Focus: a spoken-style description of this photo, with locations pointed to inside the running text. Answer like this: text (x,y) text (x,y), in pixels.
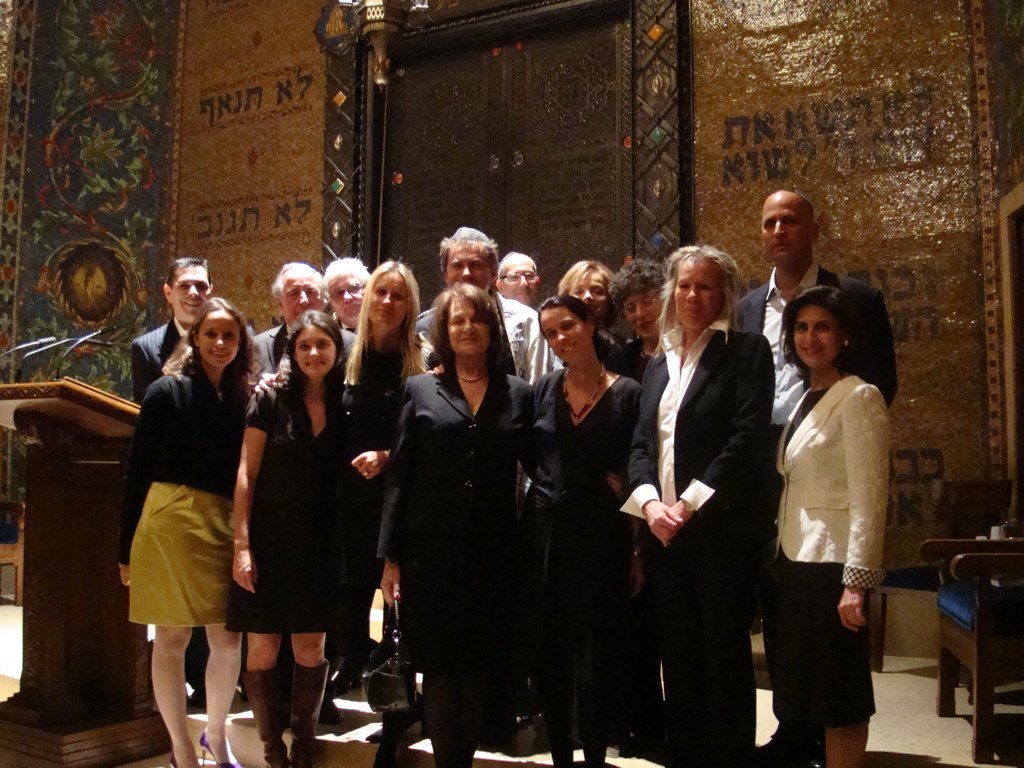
In this image there are group of people (425,532) standing on the stage (766,670) and giving a pose for a photograph, on the left (67,510) there is a podium (66,459), in the background (68,241) there is a big wall (872,107) to that wall (211,58) there is a frame (364,67).
